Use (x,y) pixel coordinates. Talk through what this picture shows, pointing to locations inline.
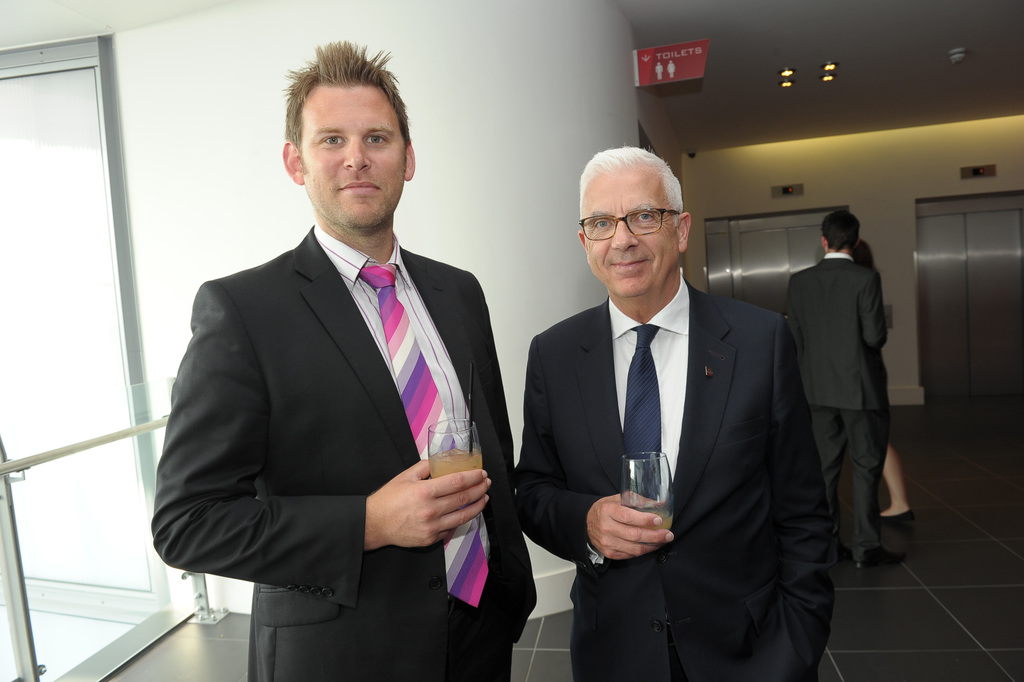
In this picture I can see there are two men (712,396) standing and they are wearing black color blazers (666,560). The person (666,560) at right (721,361) is a old man (701,397) and he is wearing a blazer (640,588) and holding a glass (660,466). The person (472,488) next to him is wearing a blazer (280,279), pink tie (465,530) and in the backdrop (854,332) there is a man (849,379) standing and the woman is walking.
